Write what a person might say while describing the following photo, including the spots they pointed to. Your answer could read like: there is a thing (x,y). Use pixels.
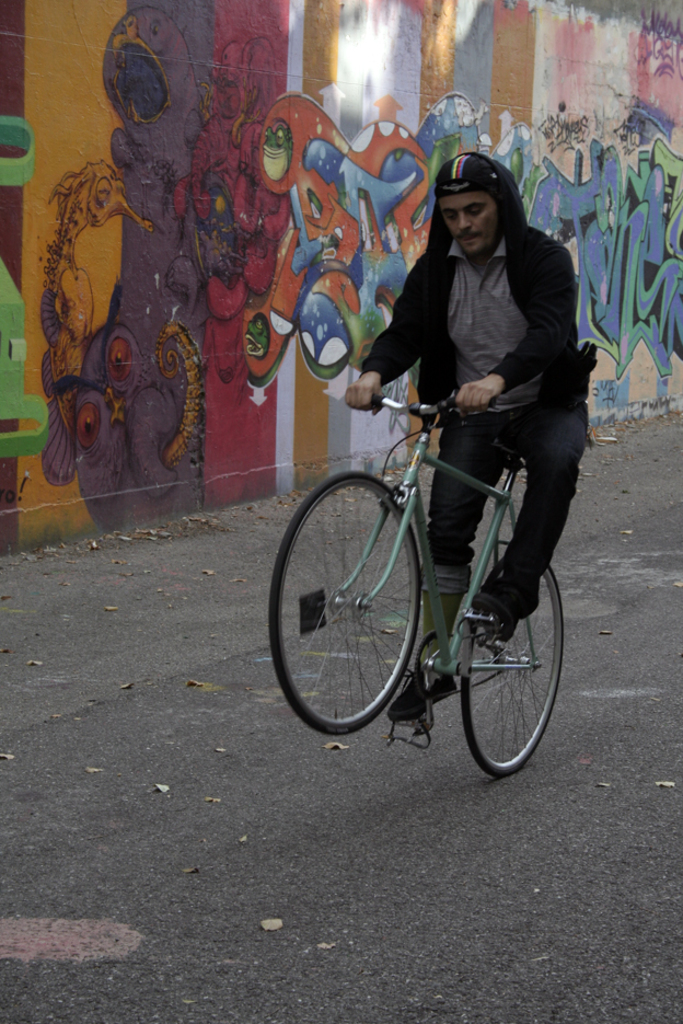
In this image I see a man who is on the cycle (327,721) and I see the path (642,895). In the background (143,514) I see the wall (669,3) and there is art (661,61) on it.
